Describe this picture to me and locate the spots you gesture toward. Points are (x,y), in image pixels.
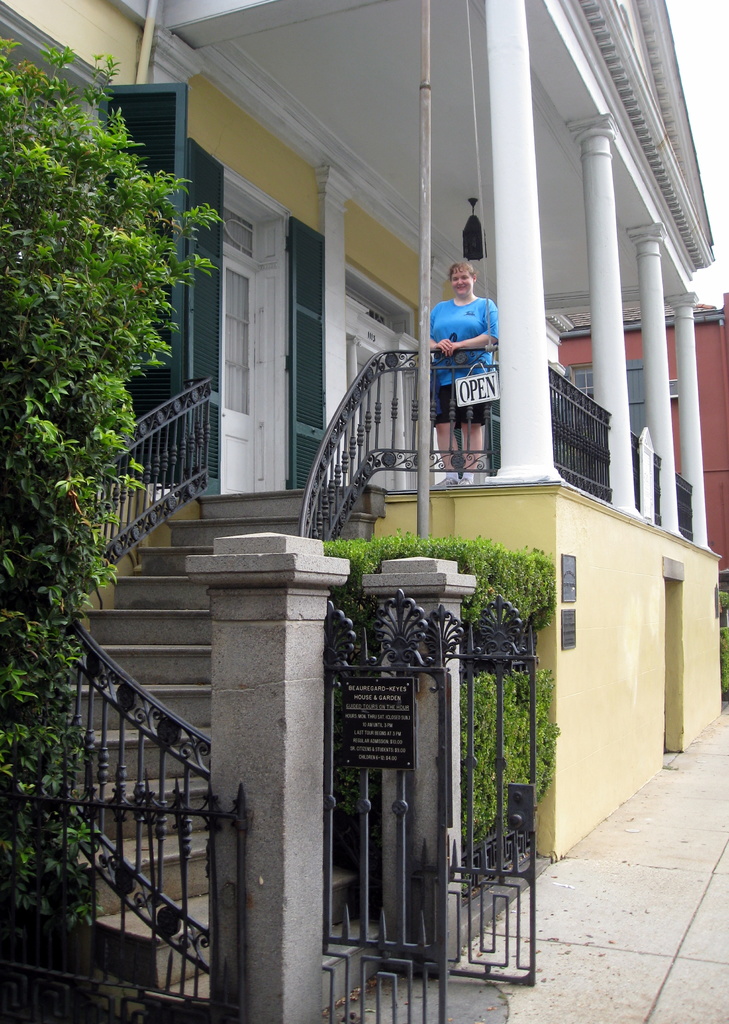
In this image we can see a woman (460,339) standing on the surface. To the left side of the image (33,345) we can see a tree (58,789), staircase (152,612) with railing (189,851). In the foreground (345,855) we can see gates (473,716), board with some text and some plants (487,768). In the background (602,107), we can see buildings (588,98) with doors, pillars (692,409) and the sky (689,112).
